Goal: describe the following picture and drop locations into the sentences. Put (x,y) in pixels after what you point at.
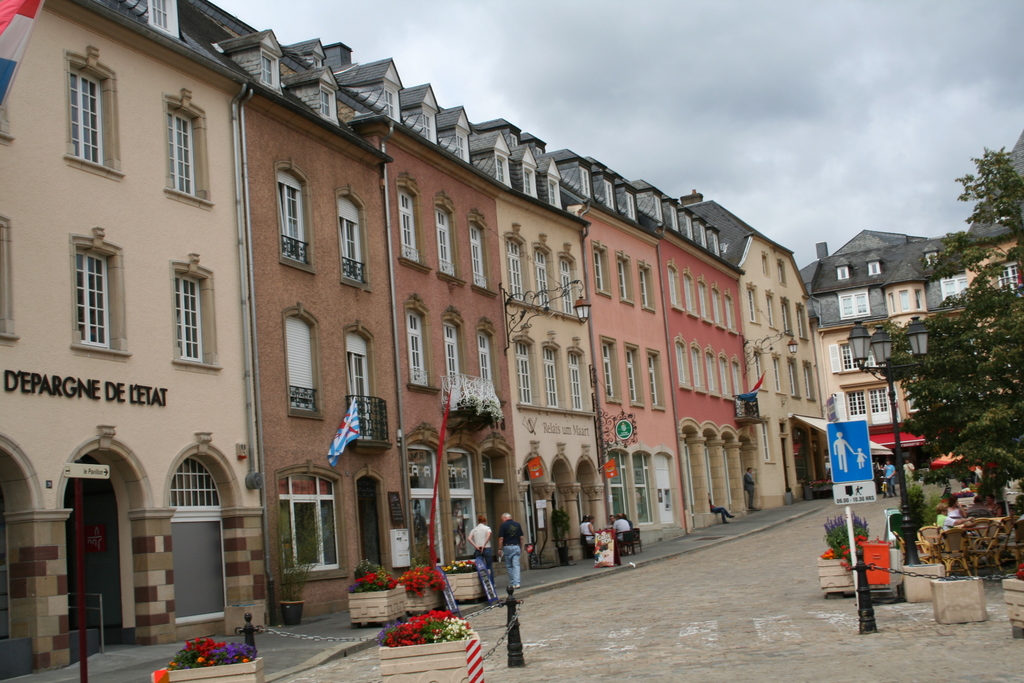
In this image we can see a few buildings (536,440), there are some flower pots (830,550), windows (173,278), trees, poles (913,332), flags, chairs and people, in the background (655,159), we can see the sky (782,120).
